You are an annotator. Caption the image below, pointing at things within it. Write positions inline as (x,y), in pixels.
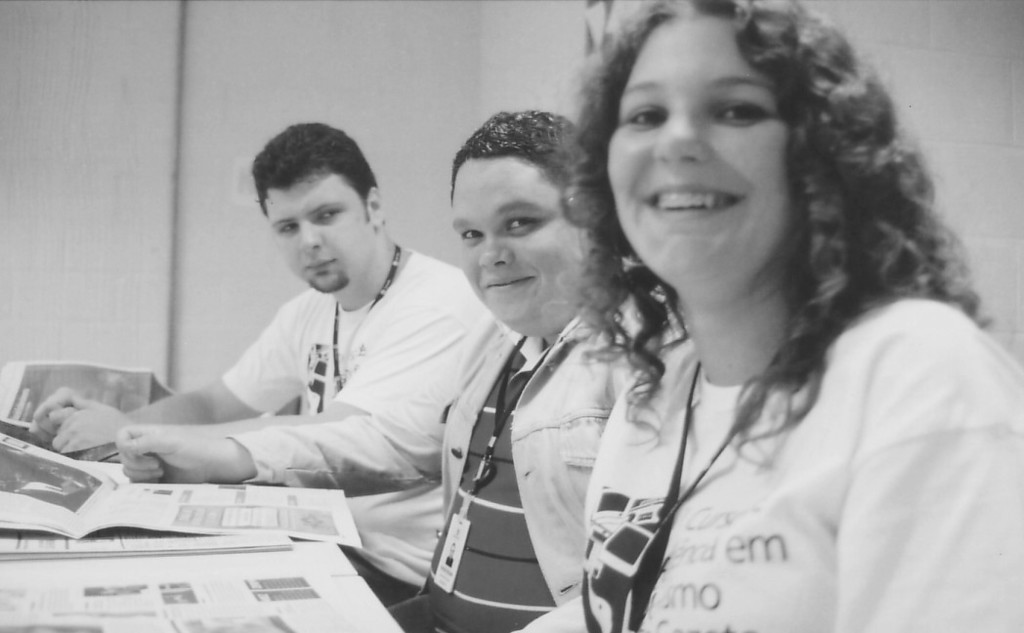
In this picture I can observe three members (597,312). Two of them are smiling. All of them are wearing tags (636,624) in their necks (346,287). In front of them there is a table (172,536) on which I can observe some papers (182,515). In the background (284,98) there is a wall (190,58). This is a black and white image.
